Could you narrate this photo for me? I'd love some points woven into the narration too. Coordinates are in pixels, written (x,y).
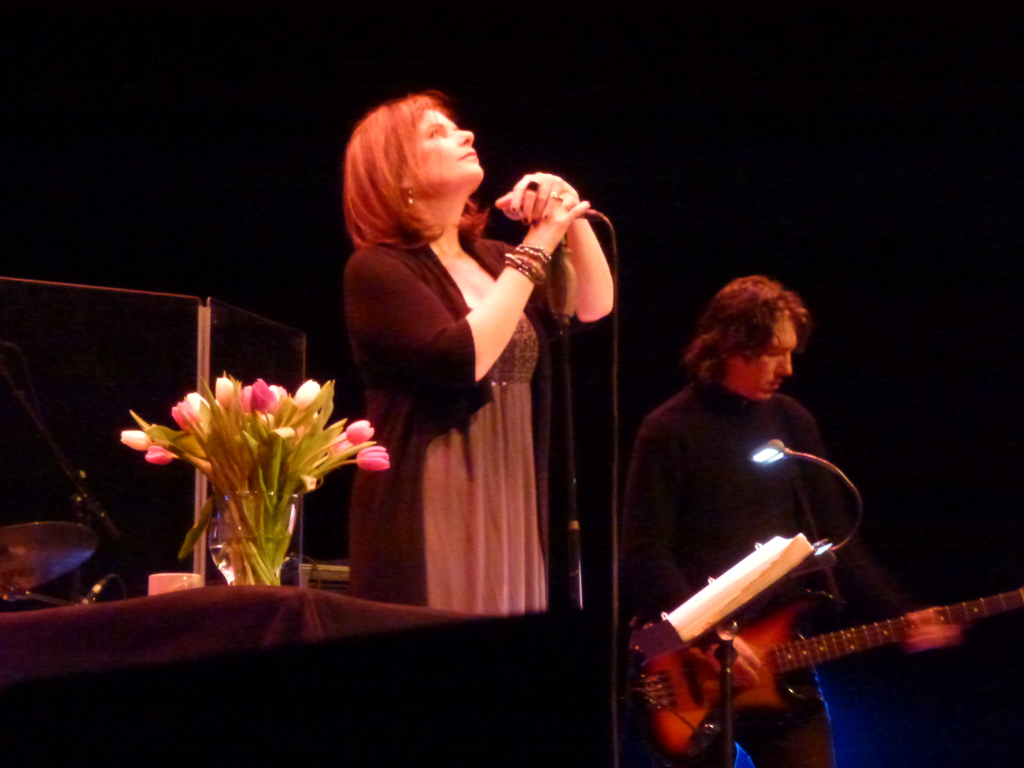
This is the picture taken on a stage (717,115). The man (697,464) in black t shirt (700,502) holding a guitar (761,646) and the woman (488,349) is holding a microphone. To the left side of the woman (447,422) there is a table (191,640) on the table (225,635) there are flower pot (237,483).
